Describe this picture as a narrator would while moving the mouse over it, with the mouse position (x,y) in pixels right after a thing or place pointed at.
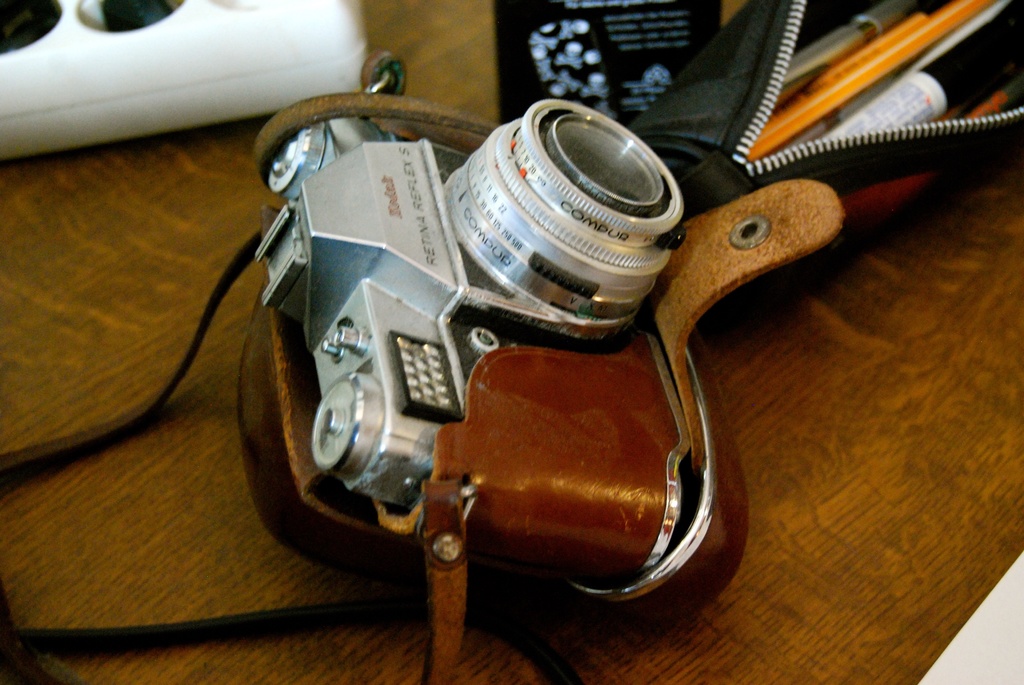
In this image we can see a camera (448,340), some pens (840,46) and pencils (857,60) in a pouch (835,153) and some objects (240,118) which are placed on a table (255,604).
